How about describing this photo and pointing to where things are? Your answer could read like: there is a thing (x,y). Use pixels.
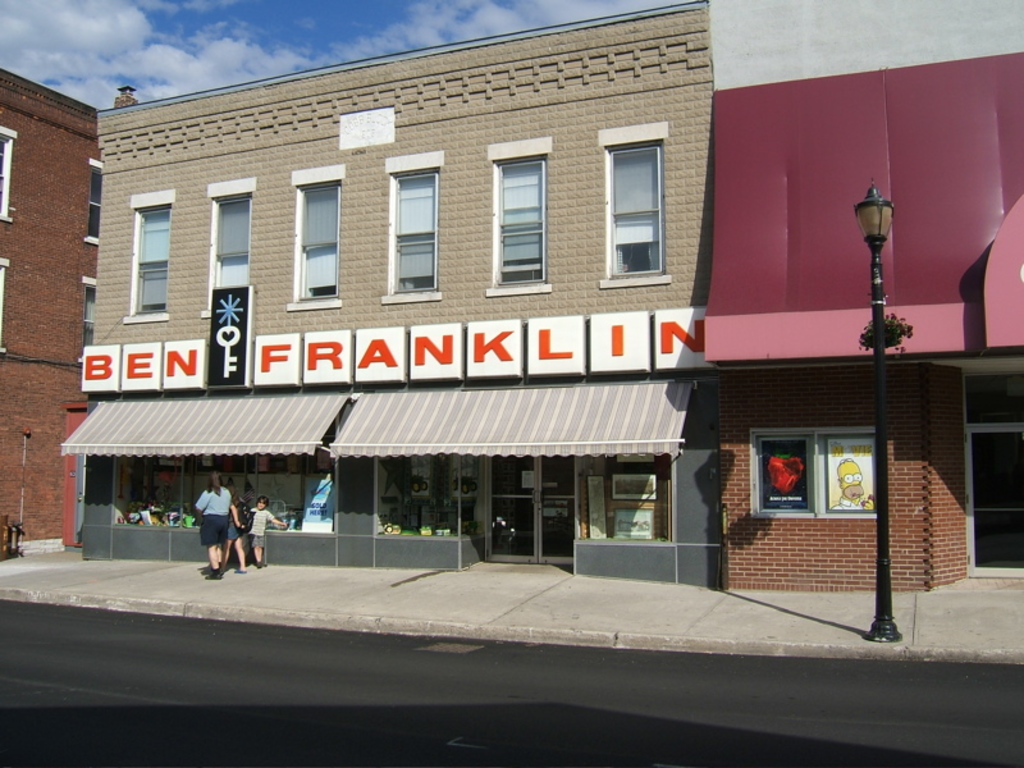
In this image we can see some people (261,562) standing on the ground (255,574). We can also see some buildings (292,545) with windows (293,497), a street pole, some boards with text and pictures (795,473) on them, the pathway (295,591) and the sky (165,63) which looks cloudy.
